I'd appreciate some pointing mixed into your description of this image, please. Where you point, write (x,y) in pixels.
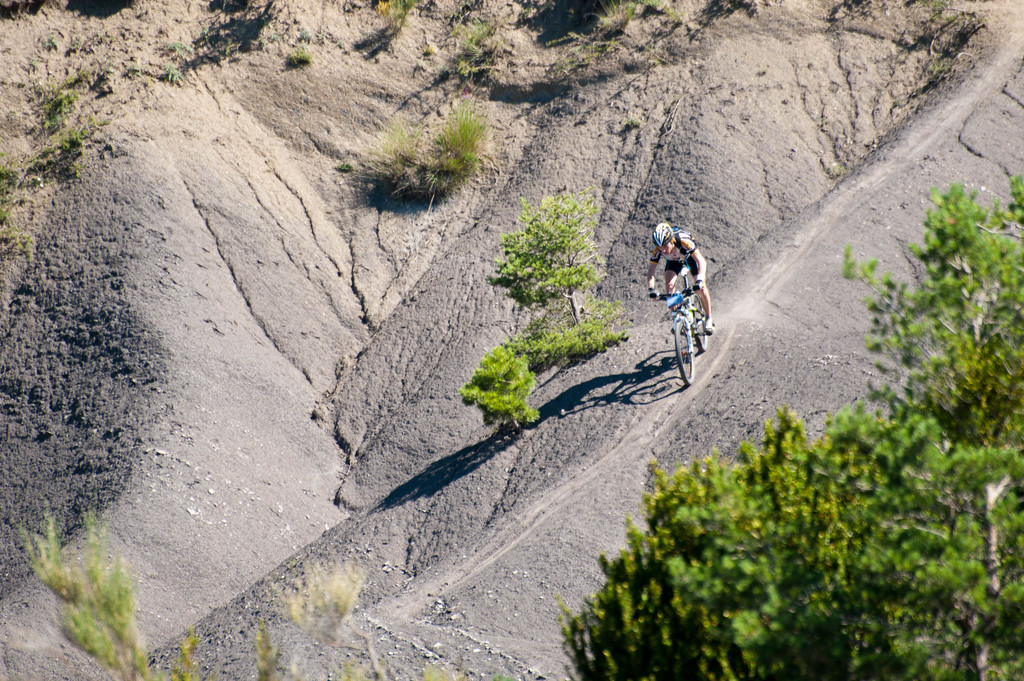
In this image there is a person (677,252) cycling on the path (466,569) and there are some trees (834,526) and plants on the surface (141,322).
